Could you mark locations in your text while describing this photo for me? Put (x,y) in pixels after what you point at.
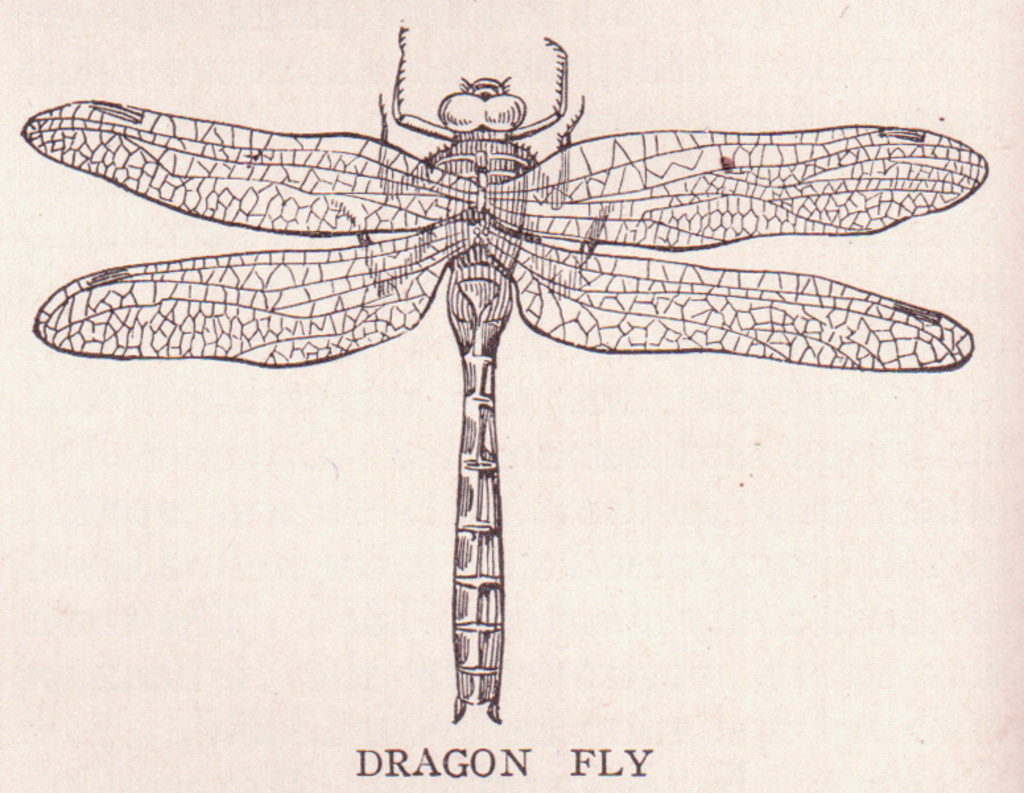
In the image there is a picture (463,401) of a dragonfly (701,353) and below the picture (748,345) there is a text (479,768).
